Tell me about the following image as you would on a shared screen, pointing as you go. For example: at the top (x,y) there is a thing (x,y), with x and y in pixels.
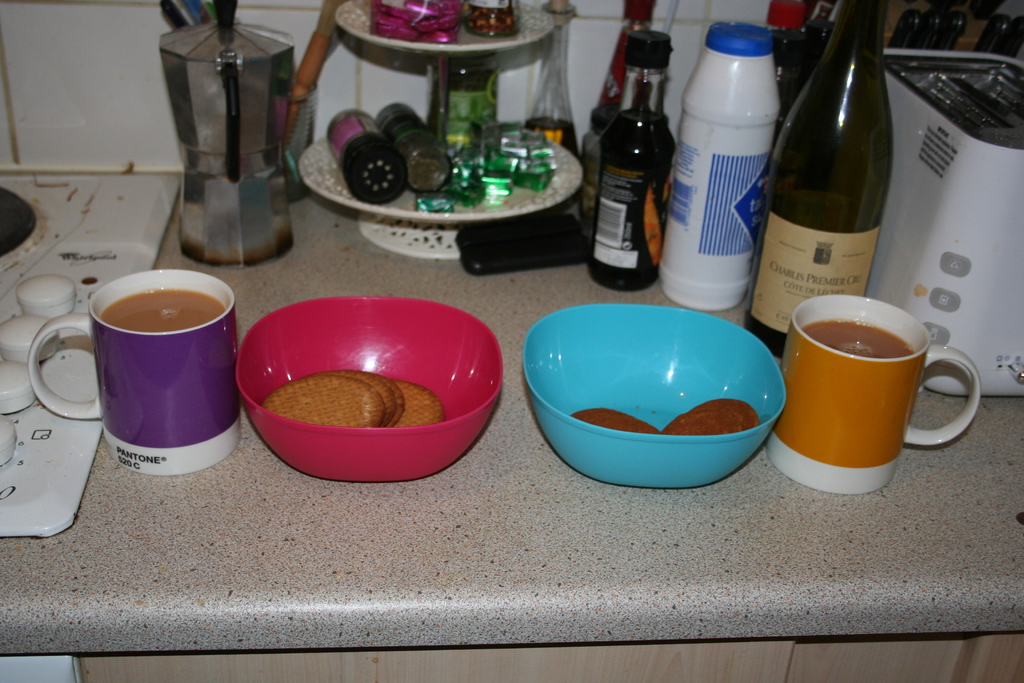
Here we can see a two cups (978,384) and two bowls (557,447) of biscuits (694,422). In the background (844,100) we can see a wine bottle (775,163) and an electronic device (957,157).
